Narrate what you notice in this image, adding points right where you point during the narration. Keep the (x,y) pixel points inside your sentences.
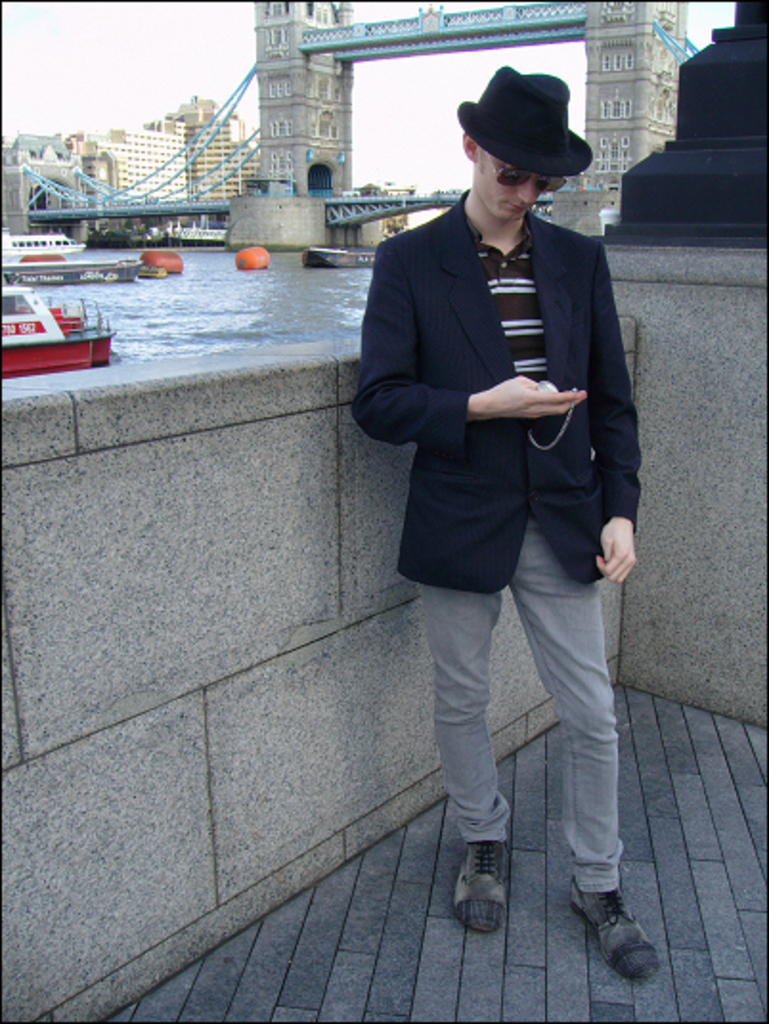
In this picture we can see a person (408,513) holding an object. A compound wall (242,769) is visible from left to right. Some boats (109,273) are visible in the water (151,325). There is a bridge (331,182). We can see a few buildings (206,152) in the background (204,113).
